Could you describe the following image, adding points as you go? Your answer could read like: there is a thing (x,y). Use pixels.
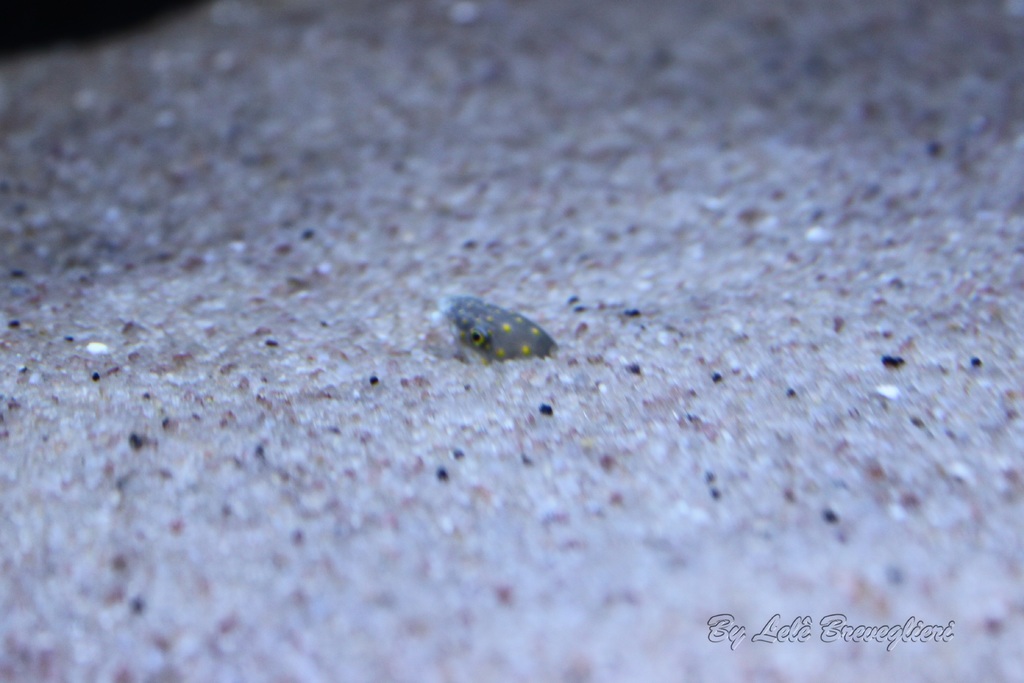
In this image in the center (528,345) there might be a snake (522,357) and at the bottom (453,499) there is sand (671,492), and at the bottom of the image (847,634) there is text (838,633).
